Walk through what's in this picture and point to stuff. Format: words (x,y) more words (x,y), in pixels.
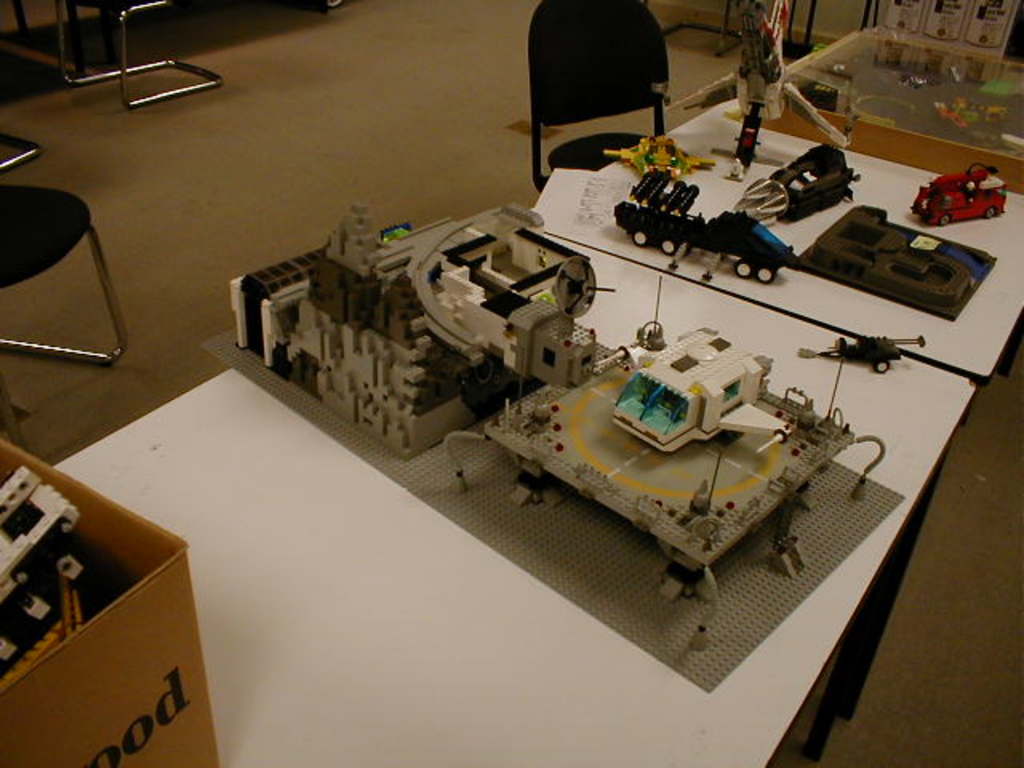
In this image I can see few tables (480,743) and on it I can see a box (119,620) and number of equipment (915,74). In the background (616,59) I can see few chairs (536,100).
